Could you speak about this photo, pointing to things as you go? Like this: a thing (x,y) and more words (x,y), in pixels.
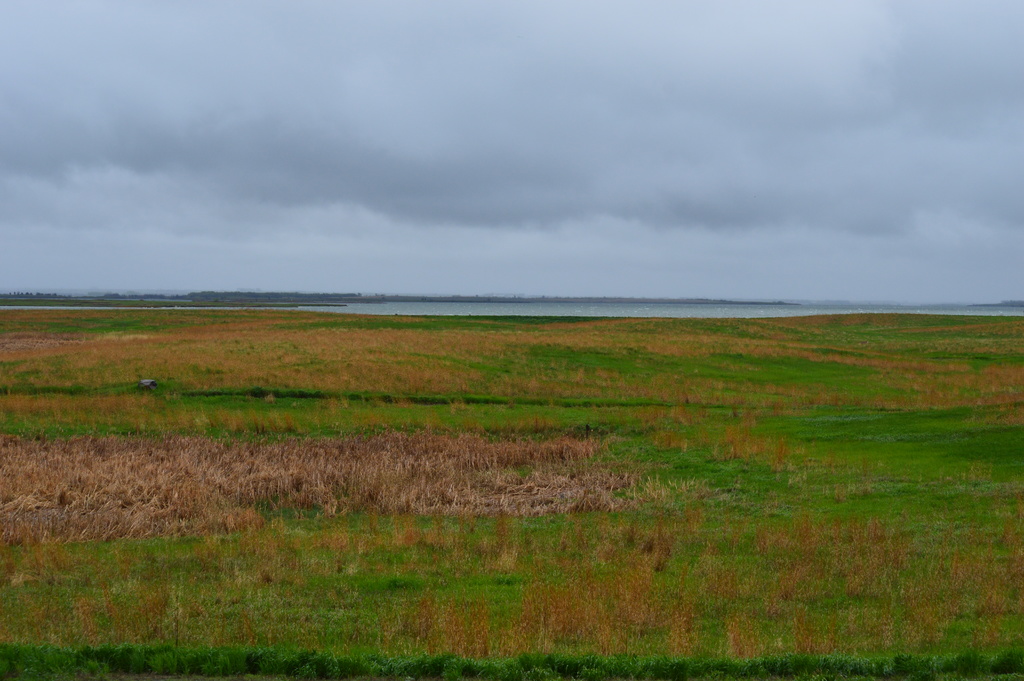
In this image I can see ground (257,400) and at the top (443,102) I can see the sky (670,134) and the sky (333,224) is cloudy.
